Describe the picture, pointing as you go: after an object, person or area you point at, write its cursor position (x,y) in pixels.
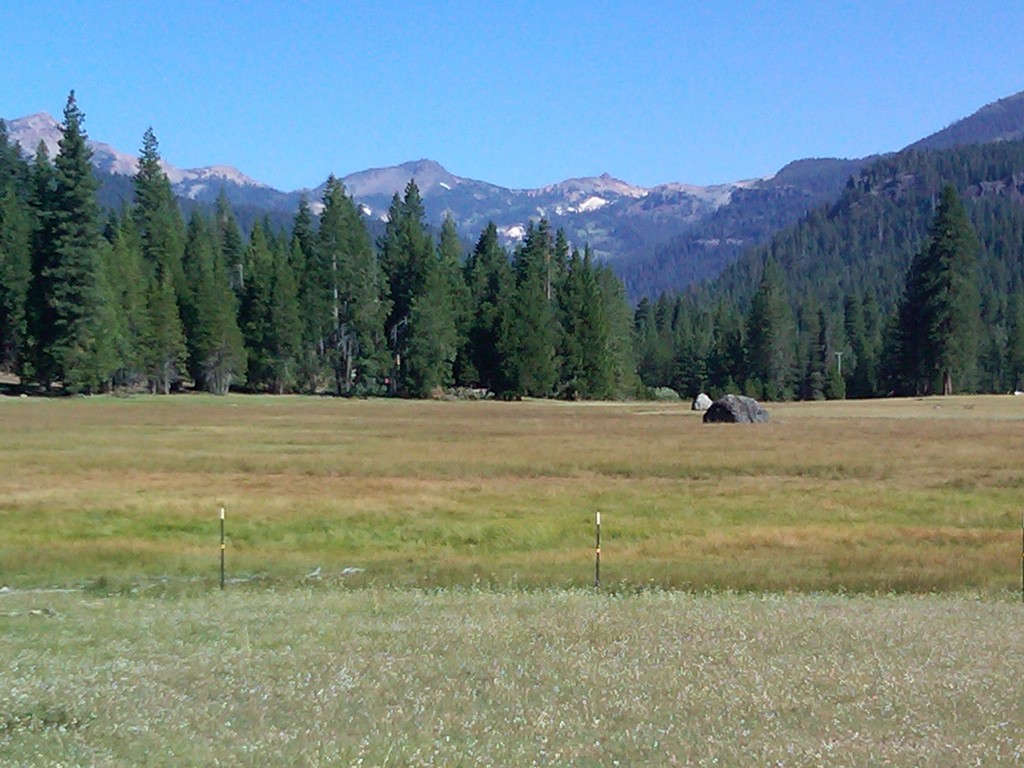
In this image I can see the grass (474,575). In the background (576,354), I can see the trees (550,343), hills (566,205) and the sky (409,70).
